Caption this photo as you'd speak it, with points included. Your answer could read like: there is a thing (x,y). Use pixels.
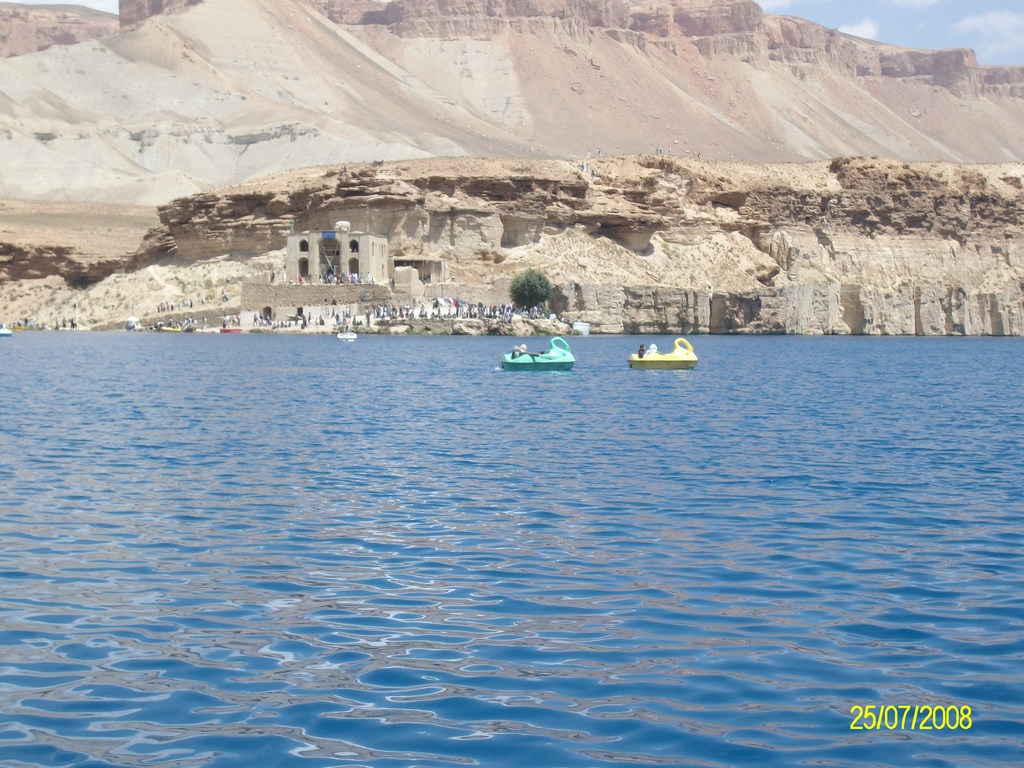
In this image there are boats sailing in the water (1022,565), behind them there are people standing on the ground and also there is a building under the stone hill (612,59).
